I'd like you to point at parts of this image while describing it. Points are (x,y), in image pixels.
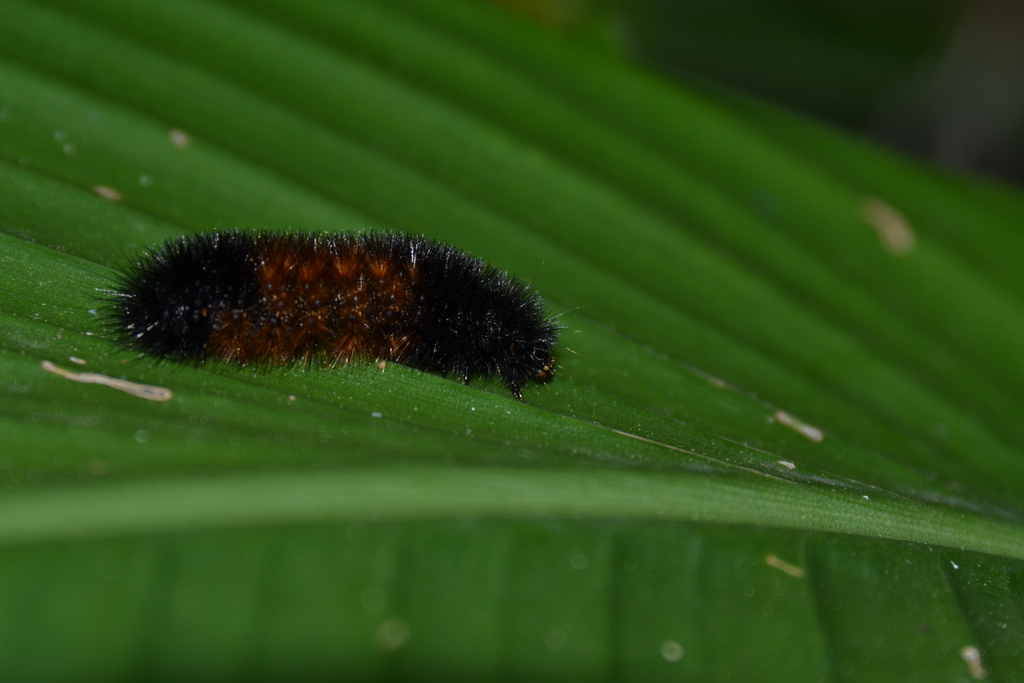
In this image I can see a black color caterpillar (319,317) on a green color leaf (415,477).
